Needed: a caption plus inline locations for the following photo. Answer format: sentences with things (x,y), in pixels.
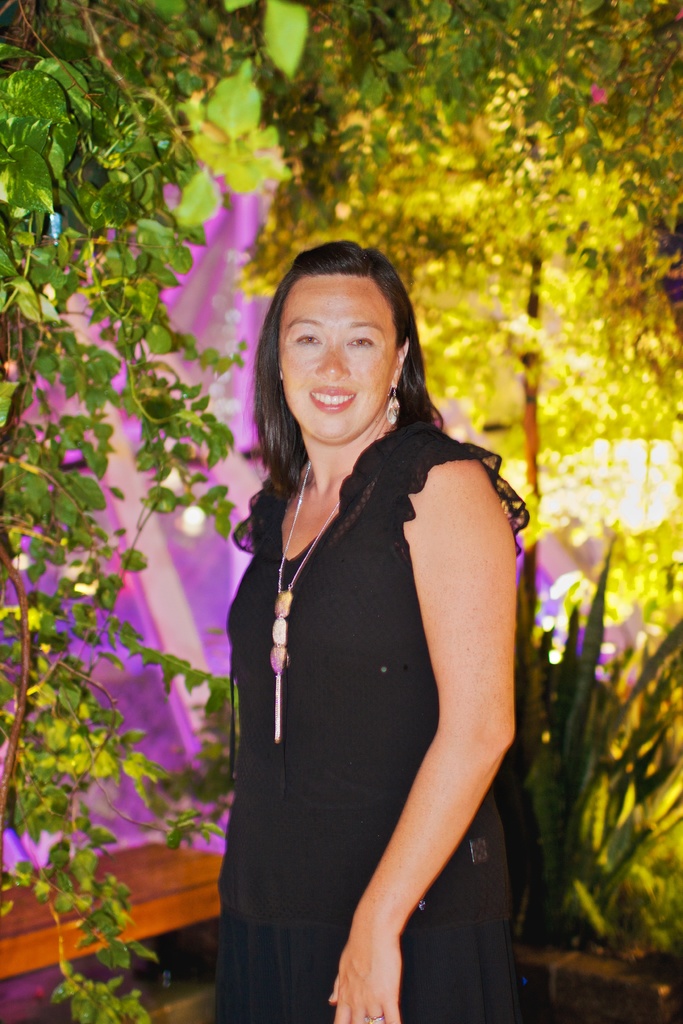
In this image we can see a lady (325,673) posing for a picture, behind her there are trees (239,41), plants (583,709) and lights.
